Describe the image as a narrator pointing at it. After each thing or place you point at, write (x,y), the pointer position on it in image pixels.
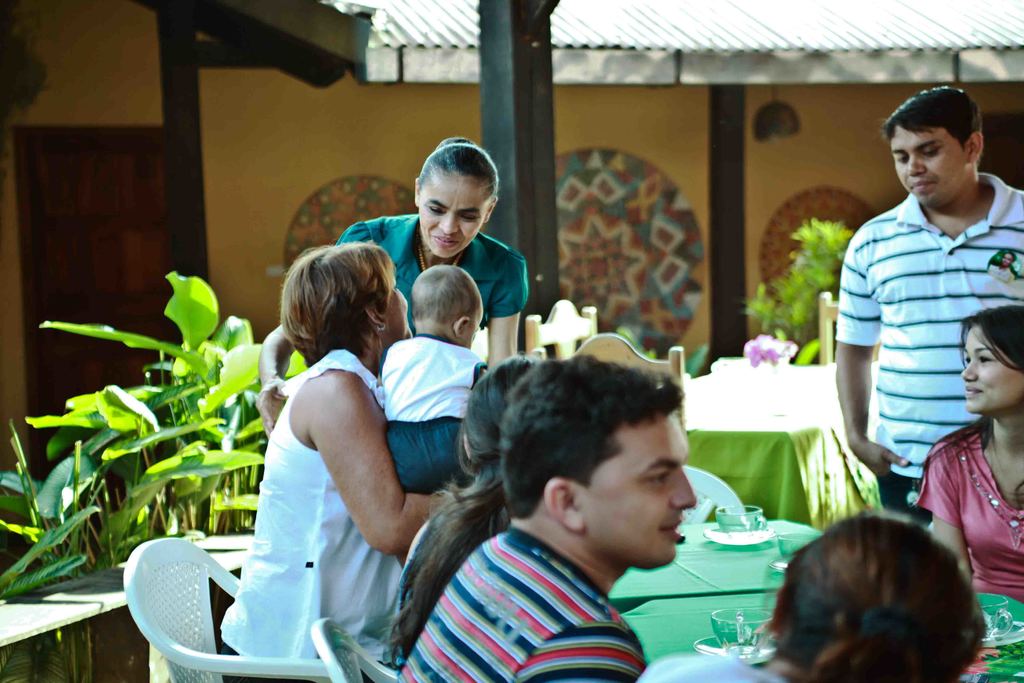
In this picture there are five ladies (444,255) and two men (863,289). A lady (322,398) with a white dress (310,492) is holding a baby (442,408). And a lady (404,263) with blue is standing and talking. There are some tables (722,475), there is a cup (745,515) on green carpet table (736,571). A lady (966,505) with pink t-shirt (991,488) is sitting and smiling. And there is man (902,288) behind her is wearing white t-shirt (921,329). Behind them there is a wall (706,230) with some decoration (624,252). And there is a roof (629,29) with a pillar (524,124). Behind them there are trees (174,432) and there is door (112,266) also. There are white color chairs (198,620).
